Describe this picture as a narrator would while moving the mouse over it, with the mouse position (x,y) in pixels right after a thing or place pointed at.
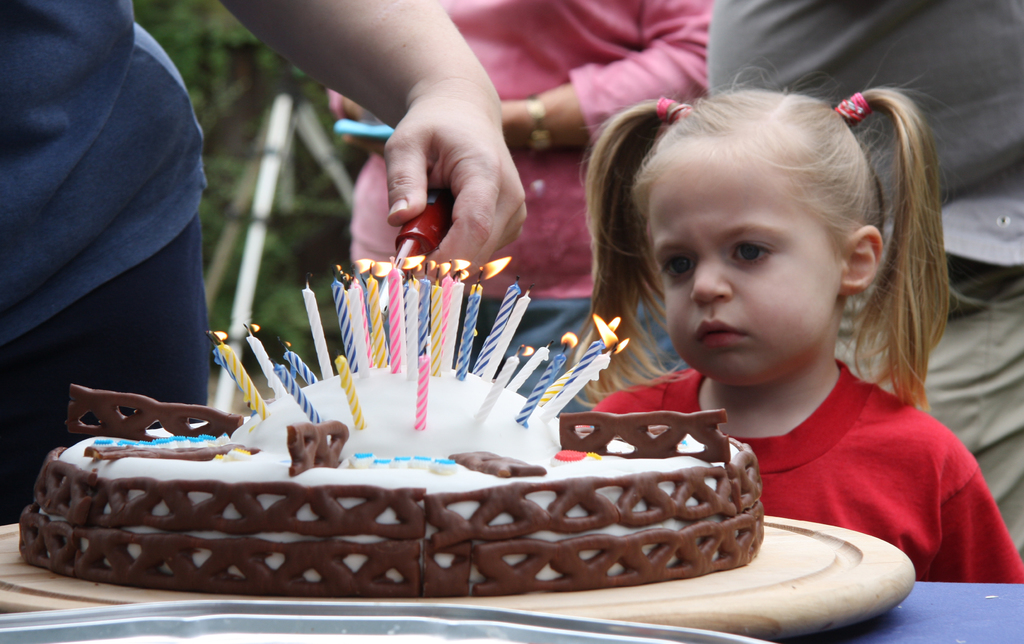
In this picture I can see a cake (354,481) on the wooden tray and few candles (425,361) and I can see few people (504,99) are standing and I can see a girl (739,373) and a human hand (438,256) lighting the candle (391,267) with the help of a lighter (413,239) and looks like a table (879,633).
